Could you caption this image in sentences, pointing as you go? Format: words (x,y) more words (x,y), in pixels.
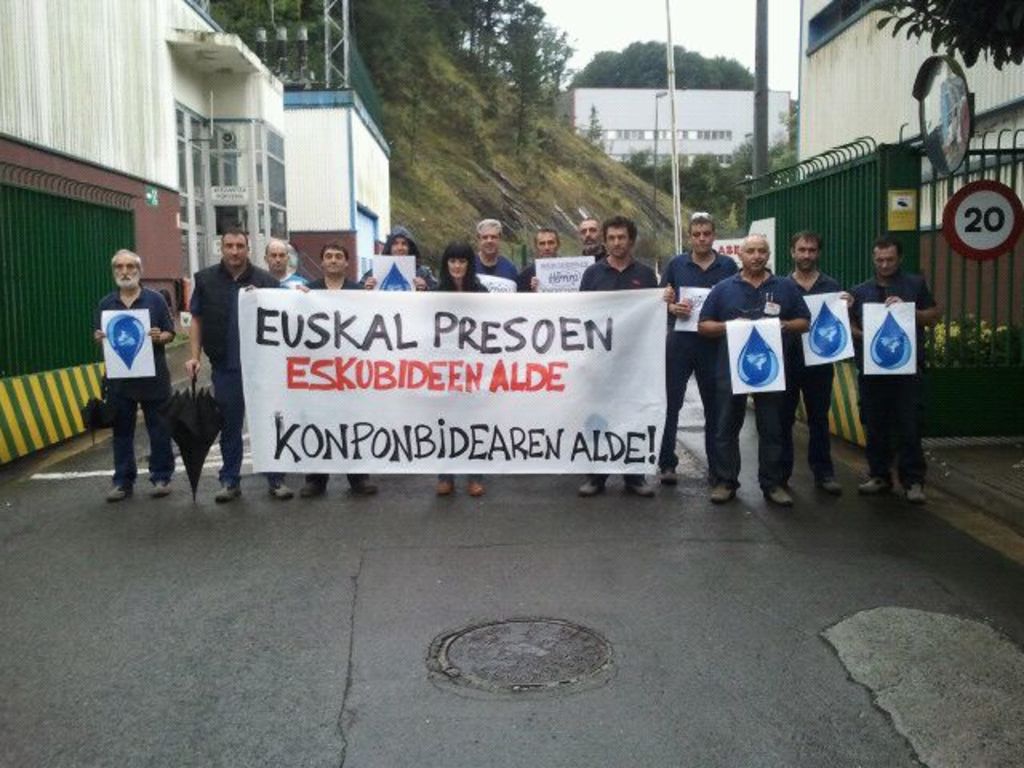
In this image there are people (227,315) standing on a road (429,593), few are holding a banner (283,294), on that banner (402,388) there is some text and few are holding posters (760,329), on that posters (760,324) there is a picture (118,337), on either side of them there are railings (821,235) and buildings (333,139), in the background (736,166) there are trees (738,164) and a hill (578,172).
